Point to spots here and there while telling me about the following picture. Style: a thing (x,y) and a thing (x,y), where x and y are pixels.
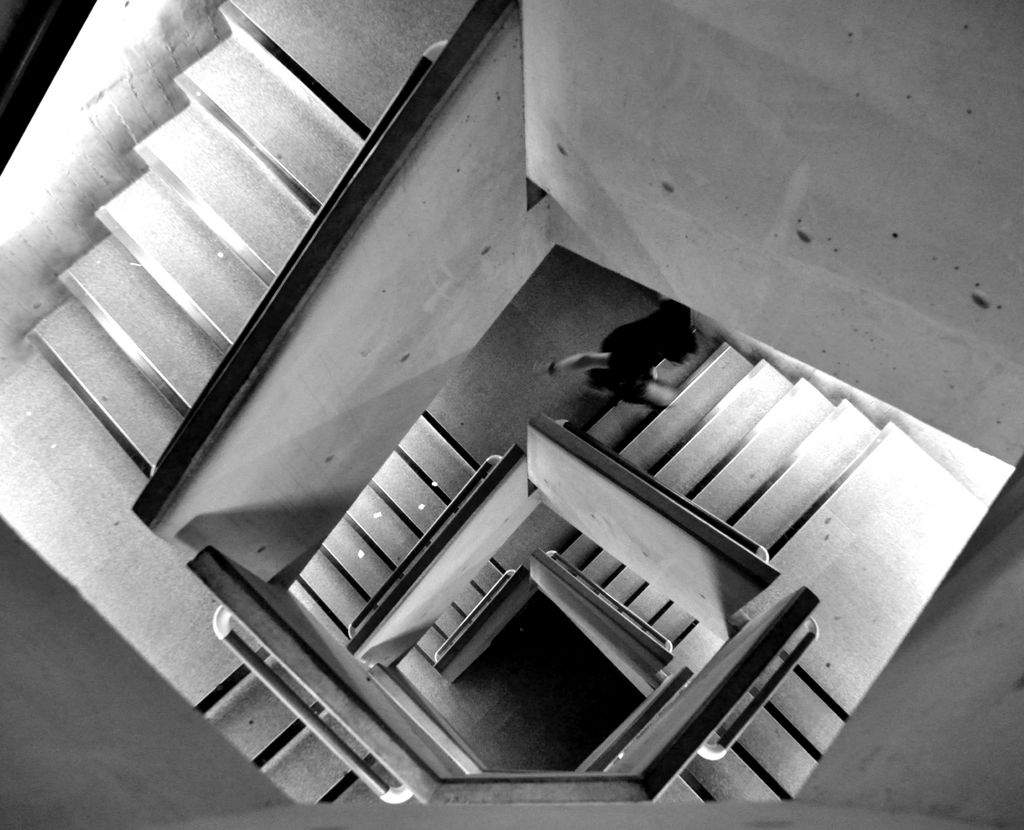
In this picture I can see a person (620,374) and stairs (618,574). This picture is black and white in color.
